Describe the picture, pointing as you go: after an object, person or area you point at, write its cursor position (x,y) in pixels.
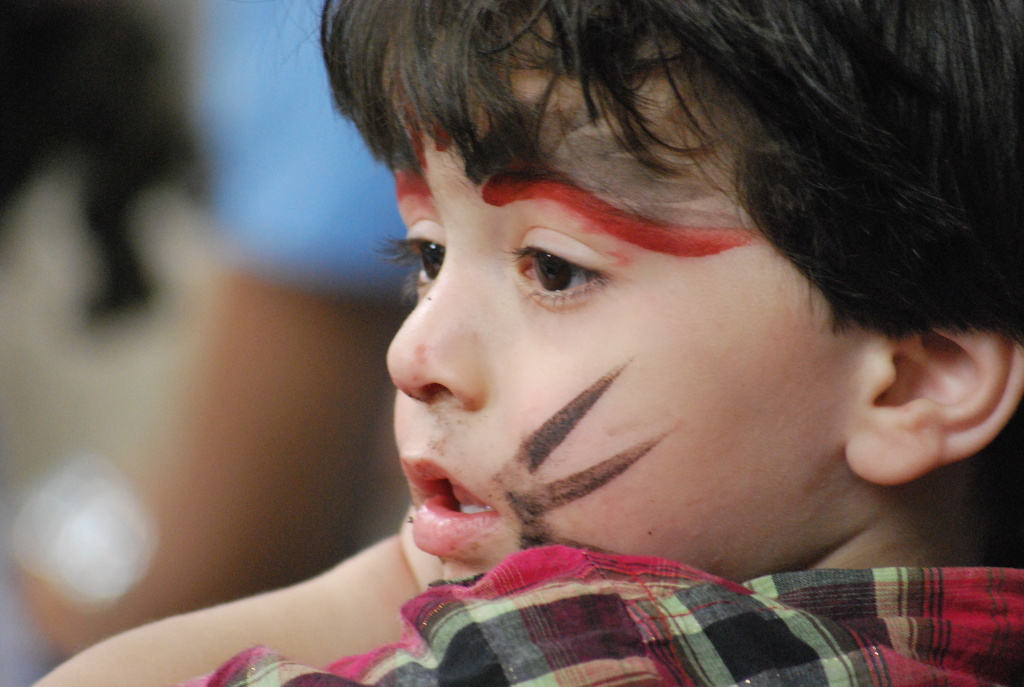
In this picture there is a kid (568,505) having some paint (583,483) on his face (585,196) which is in red and black color.
